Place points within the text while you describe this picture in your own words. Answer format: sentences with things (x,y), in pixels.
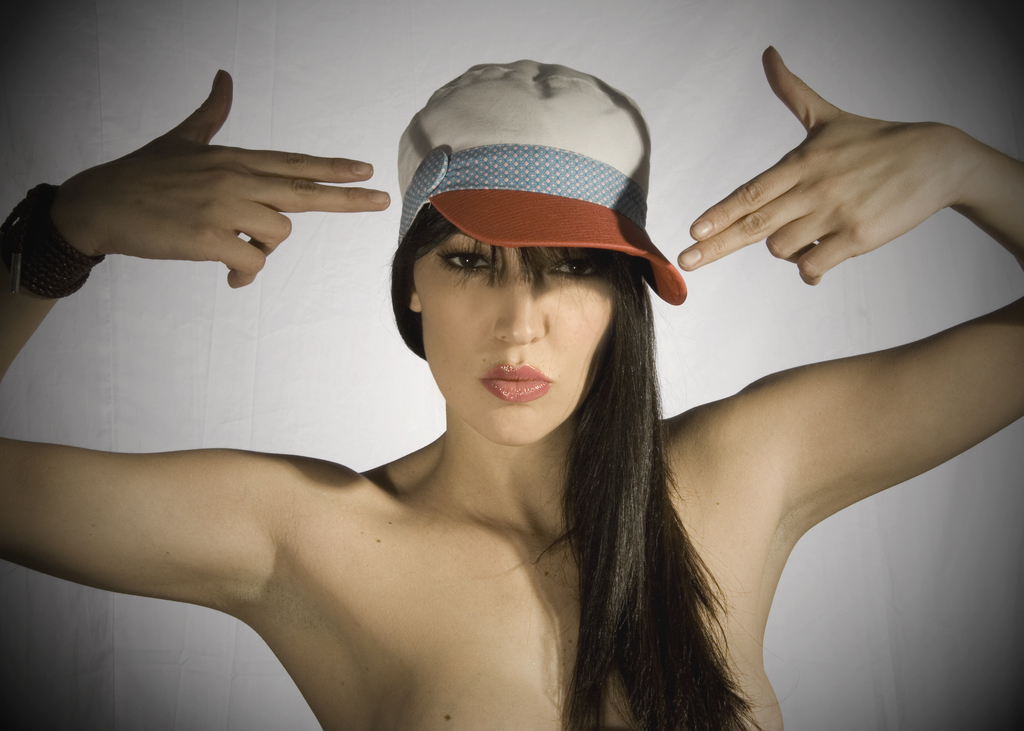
In this image in the front (645,533) there is a woman (385,492) wearing a hat (503,144) which is white and red in colour and blue in colour.
